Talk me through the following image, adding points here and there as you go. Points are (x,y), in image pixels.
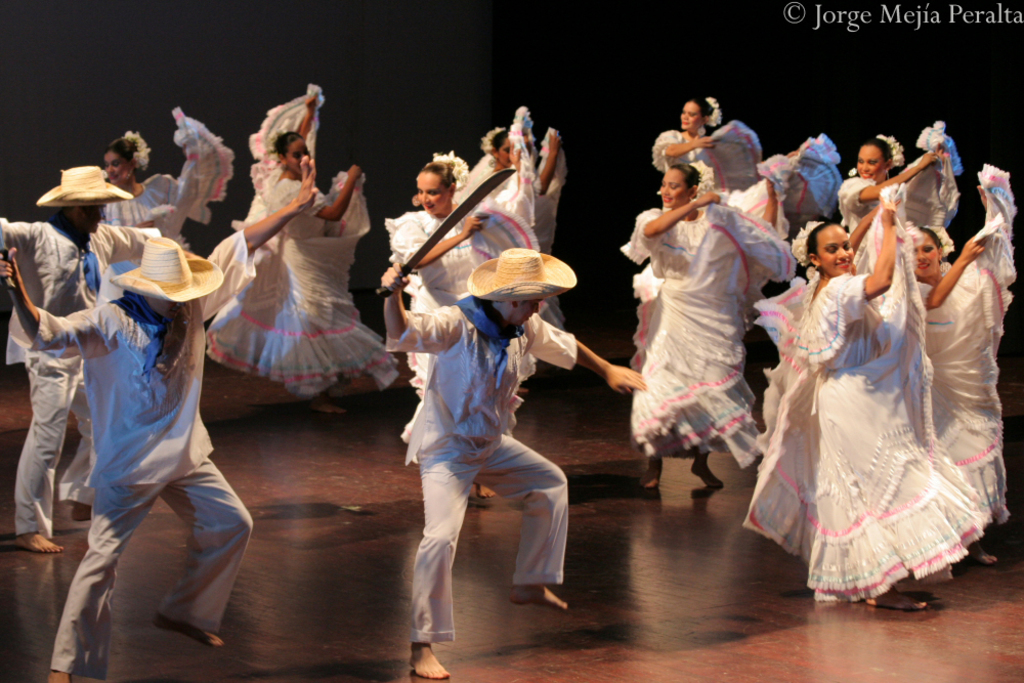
The man (444,543) in the middle of the picture (487,362) who is wearing the hat (525,268) is holding a sword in his hand (384,273). Behind him, we see two men (182,402) and women (641,284) are dancing. They are smiling. In the background (572,109), it is black in color. This picture might be clicked in the program.
